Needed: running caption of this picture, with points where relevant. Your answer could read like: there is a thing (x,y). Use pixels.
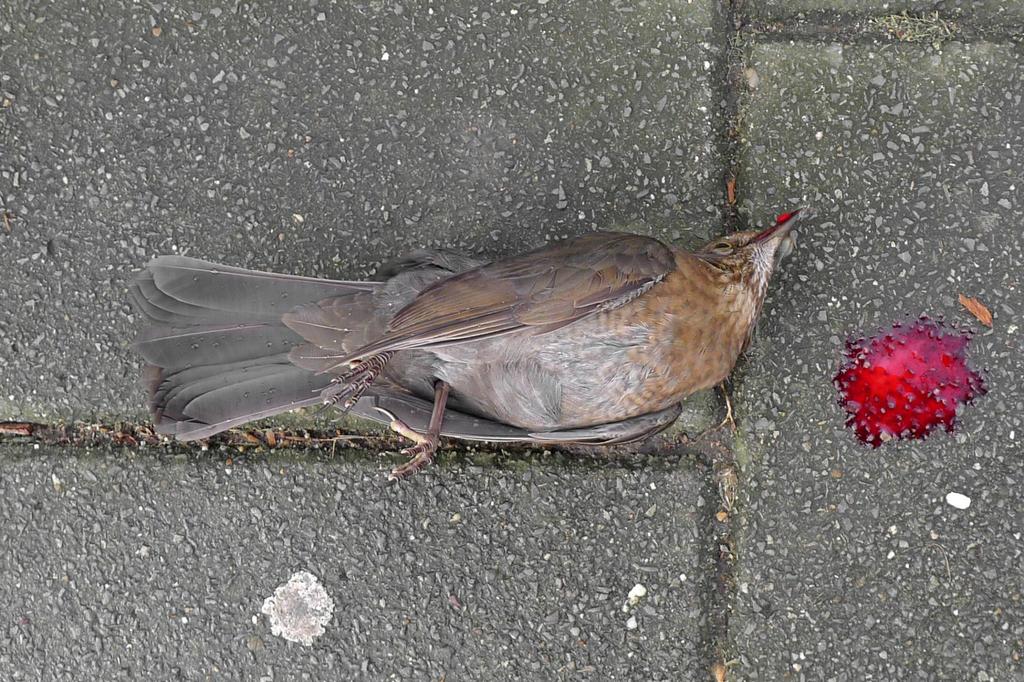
In this image in the center (588,373) there is a bird (584,334) and there is red colour on the floor (948,390).
